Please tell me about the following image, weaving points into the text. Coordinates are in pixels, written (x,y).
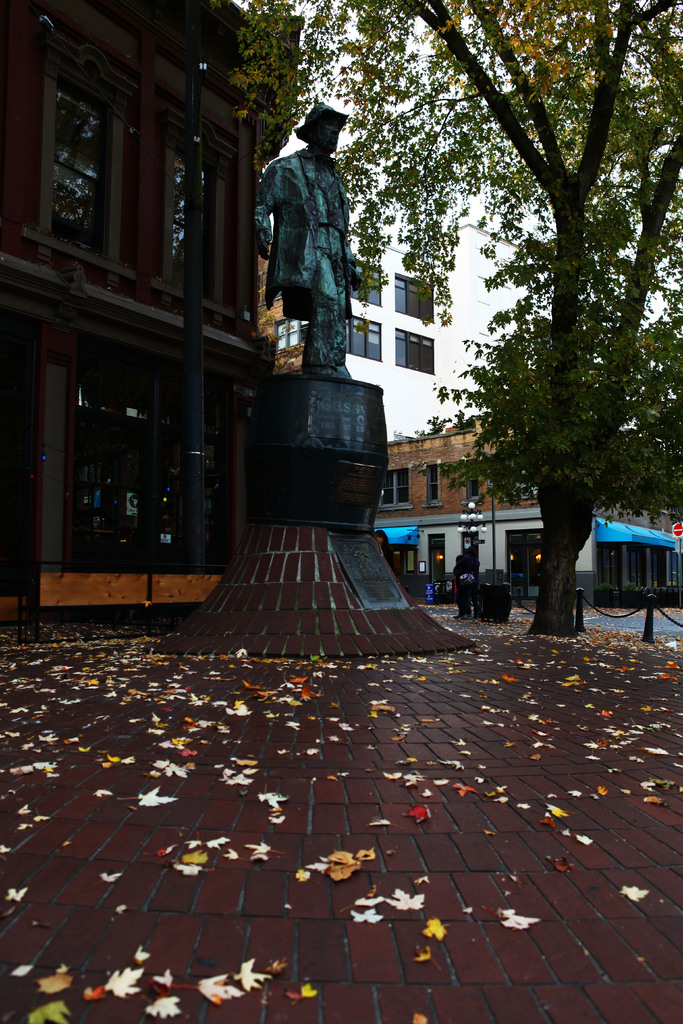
In the center of the image (252,586) there is a statue (311,112). In the background of the image (94,75) there are buildings (400,490). There is a tree (572,372). At the bottom of the image (203,1003) there is a pavement (531,962) on which there are leaves (323,865). To the right side of the image (669,626) there is a fencing (651,601).
